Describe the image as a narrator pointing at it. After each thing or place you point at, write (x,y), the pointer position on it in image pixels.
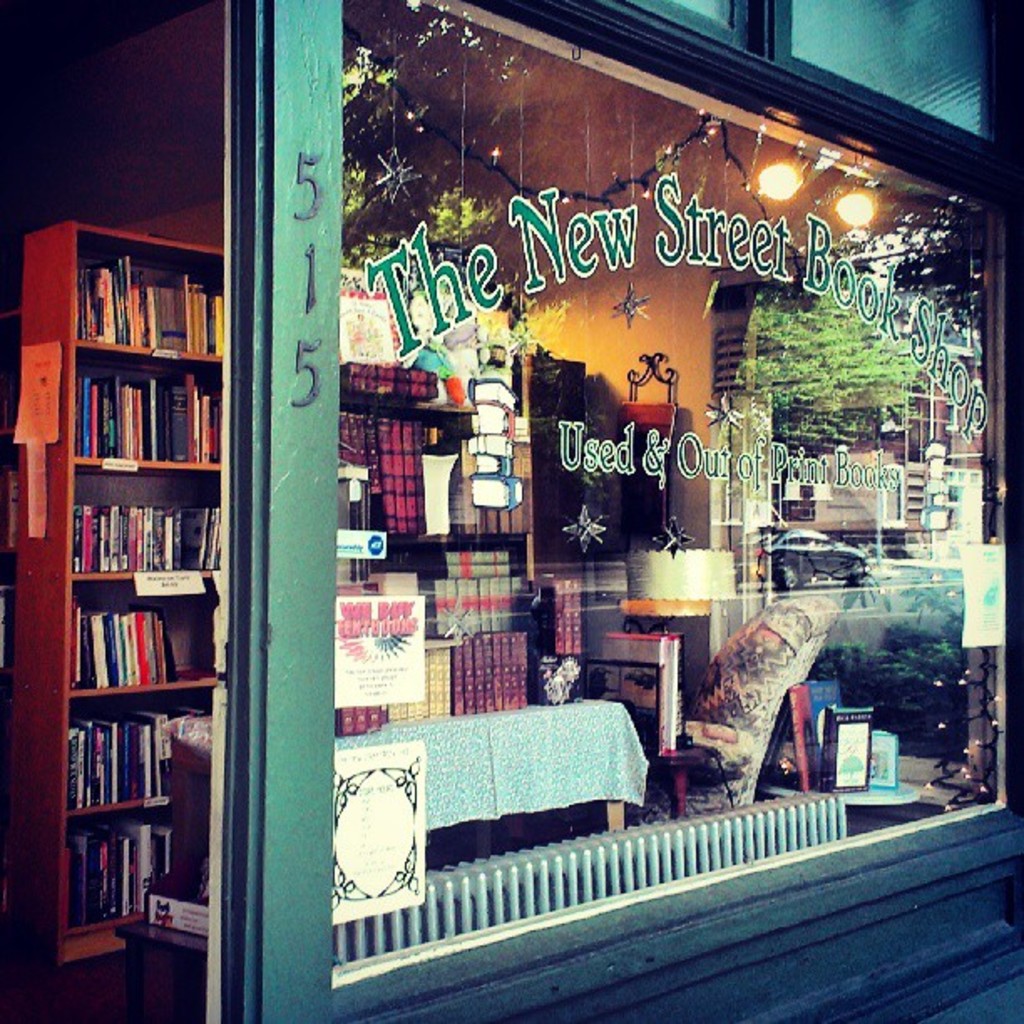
In this image I see a shop (798,83) and I see the glass (552,272) over here on which there are words (965,425) written and I see the racks (58,329) over here on which there are books (196,322) and I see the lights (870,210) over here and in the reflection (799,287) I see the trees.
